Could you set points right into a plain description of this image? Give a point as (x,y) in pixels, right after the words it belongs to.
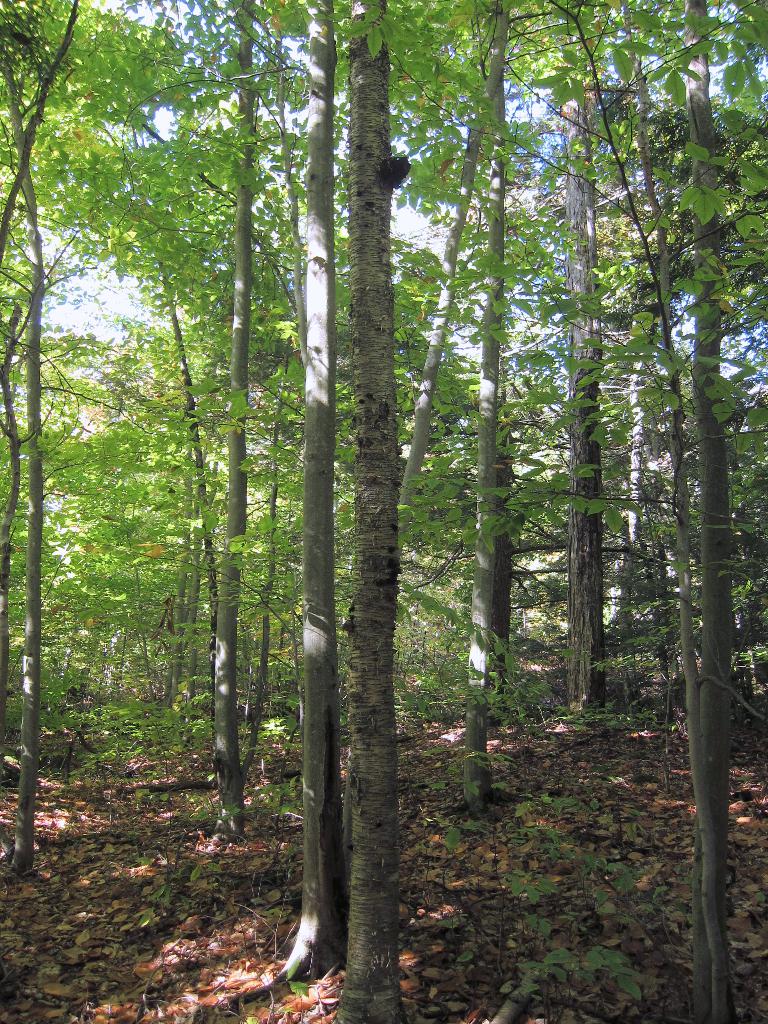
In this image, we can see the ground (130,933) with some dried leaves (501,865) and plants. We can also see some trees (280,308) and the sky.
